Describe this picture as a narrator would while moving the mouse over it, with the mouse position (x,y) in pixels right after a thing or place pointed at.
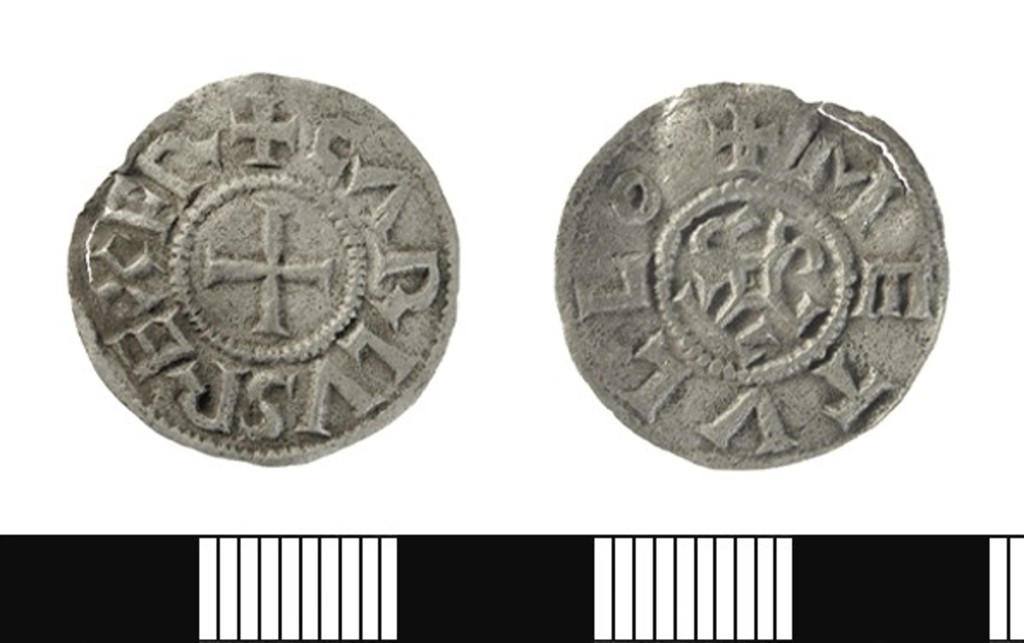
This is an edited image. I can see two coins (340,314) and there is a white background (580,133).
